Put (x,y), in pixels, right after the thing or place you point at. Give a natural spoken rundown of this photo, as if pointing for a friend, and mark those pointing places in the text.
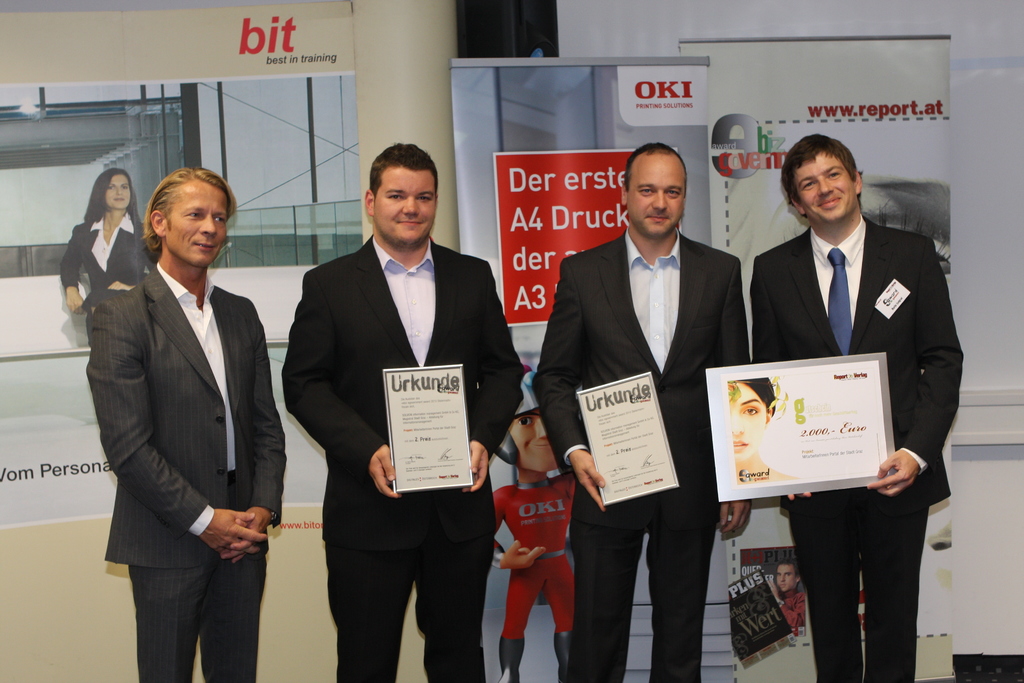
In the picture we can see four men (178,532) are standing in blazers (332,430), shirts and one man (897,361) is also in a tie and three of them are holding an awards (815,402) and behind them, we can see a pillar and behind it we can see the wall (982,140) with some hoardings (256,79) of some advertisement (205,129).
